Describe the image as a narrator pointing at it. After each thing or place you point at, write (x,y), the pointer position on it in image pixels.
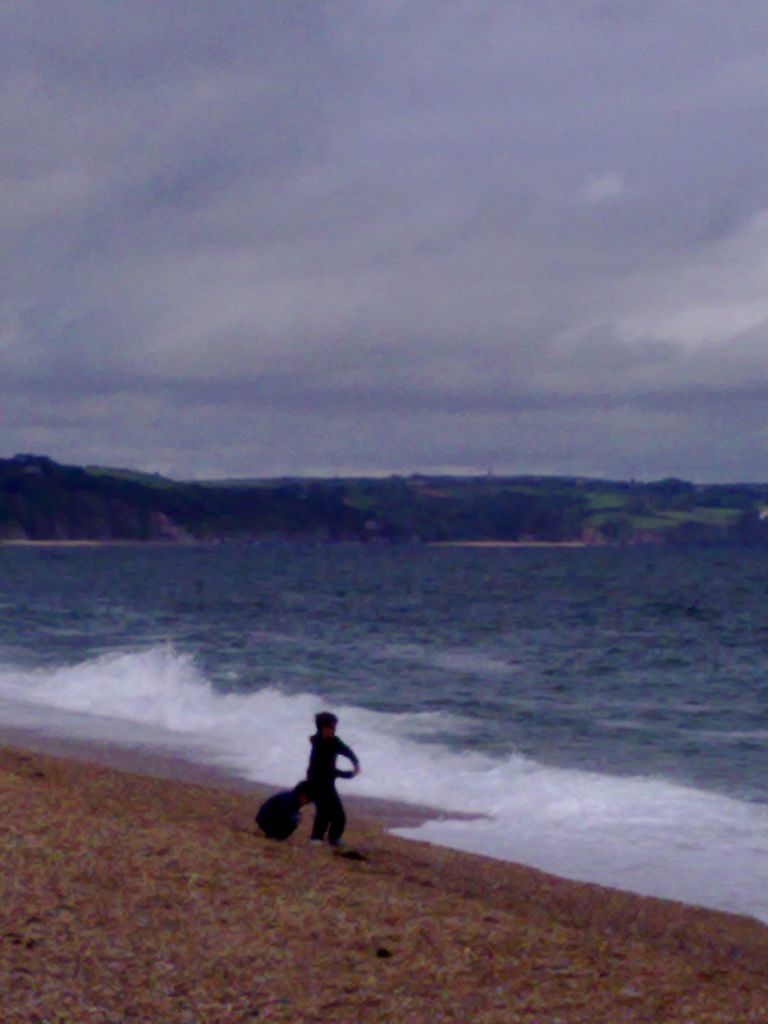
At the bottom (193,840) we can see a person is standing on the ground (210,905) and holding an object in the hands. In the background (245,544) we can see water (251,715), trees (45,535), grass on the ground (239,510) and clouds (349,400) in the sky (349,400).
